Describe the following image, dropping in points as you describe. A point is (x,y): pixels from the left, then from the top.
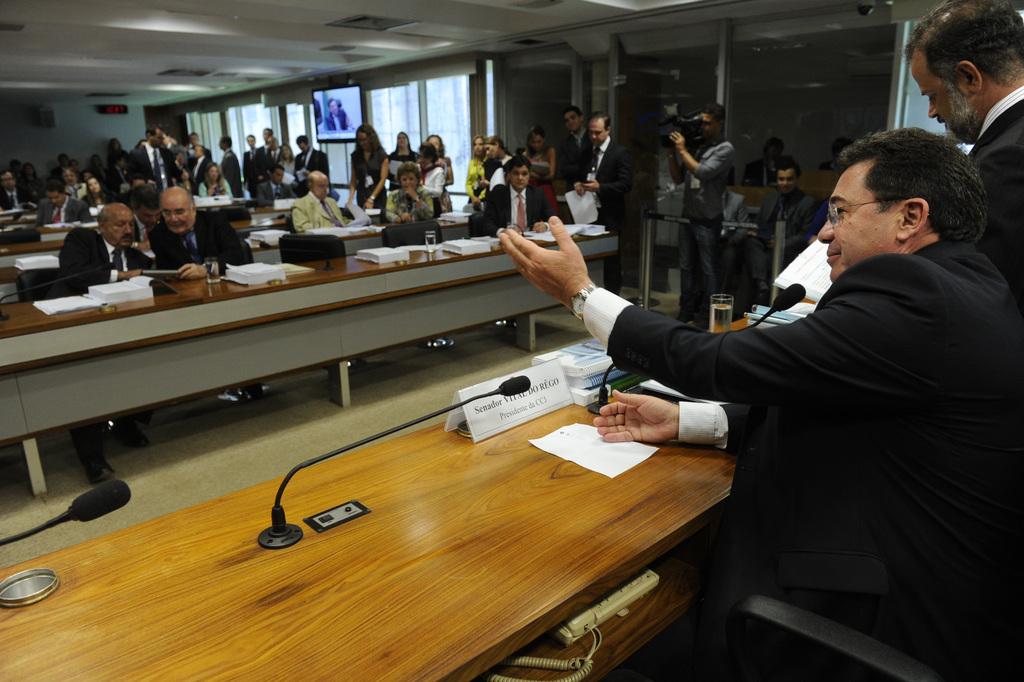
At the top (414,23) we can see the ceiling (184,24). In this picture we can see a television (335,116) and few objects (40,114). We can see the people (835,375). Among them few are standing and few are sitting. We can see the chairs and tables (337,537). On the tables (402,518) we can see water glasses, books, papers (455,218). We can see the floor (327,402), microphones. On the right side of the picture (955,408) we can see a man (974,323) sitting on a chair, he wore spectacles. We can see the partial part of a telephone (620,613). We can see a man (690,269) holding camera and recording.
